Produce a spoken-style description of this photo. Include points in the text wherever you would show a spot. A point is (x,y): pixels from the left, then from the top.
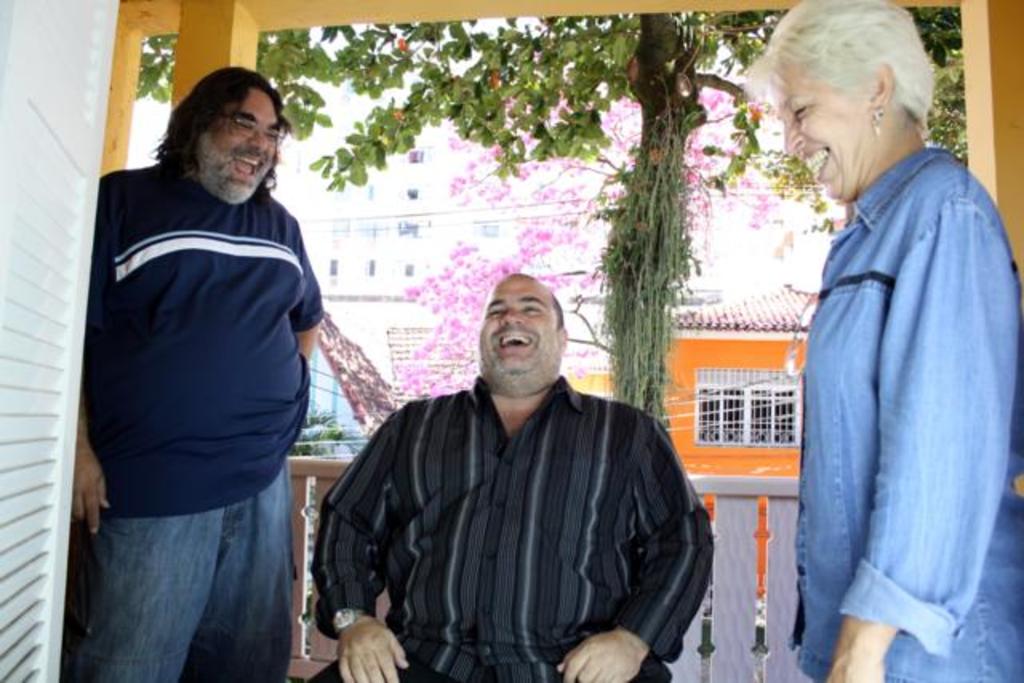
This image consists of 3 persons (437,485). One is sitting. Two are standing. There is a tree (469,311) in the middle (474,307). There is building (415,330) in the middle (361,281).
